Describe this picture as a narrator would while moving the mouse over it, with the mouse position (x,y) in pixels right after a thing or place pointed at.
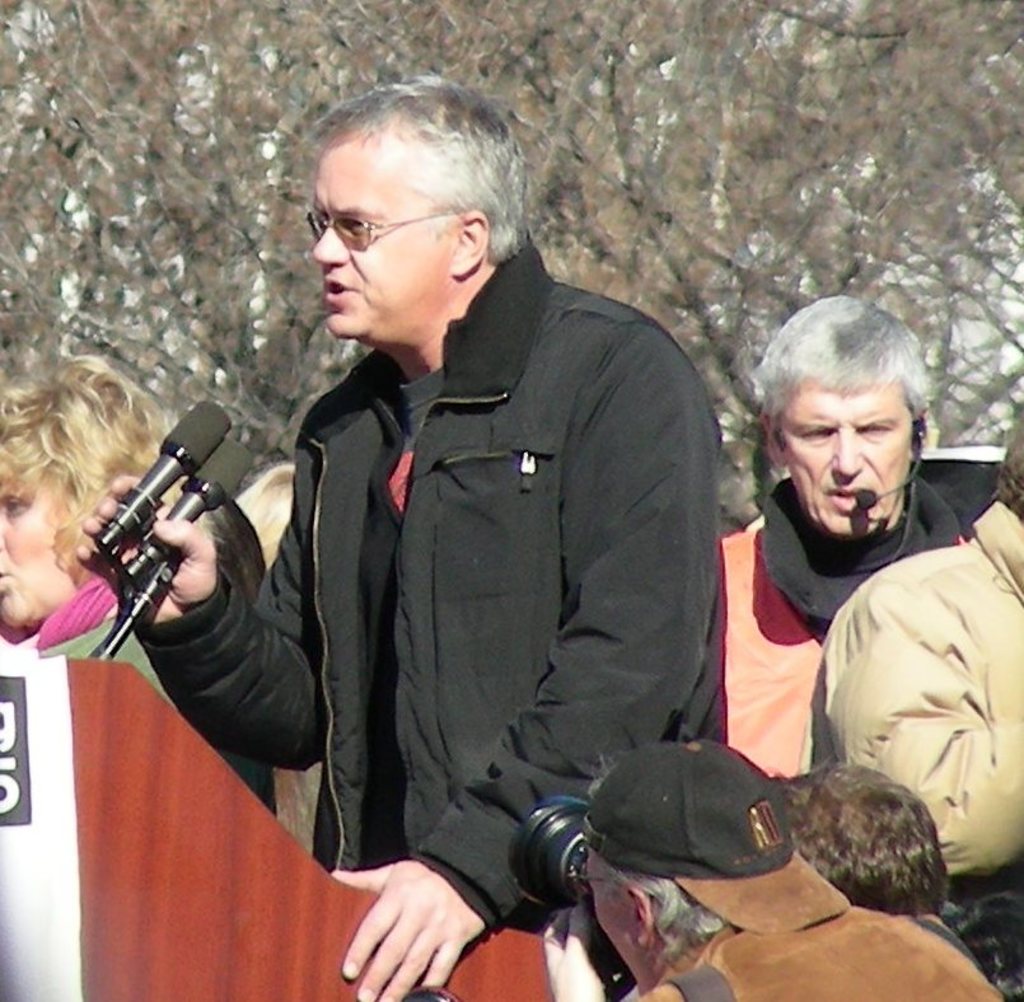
This picture looks like it is taken in a public meeting. In the center of the picture (450,388) there is a man (509,425) standing holding microphones (142,575) and talking. In the foreground (901,965) there is a person (705,883) holding a camera (560,828). In the background (617,144) there are trees (794,184). In the center of the picture (449,657) there are many persons (898,577).
